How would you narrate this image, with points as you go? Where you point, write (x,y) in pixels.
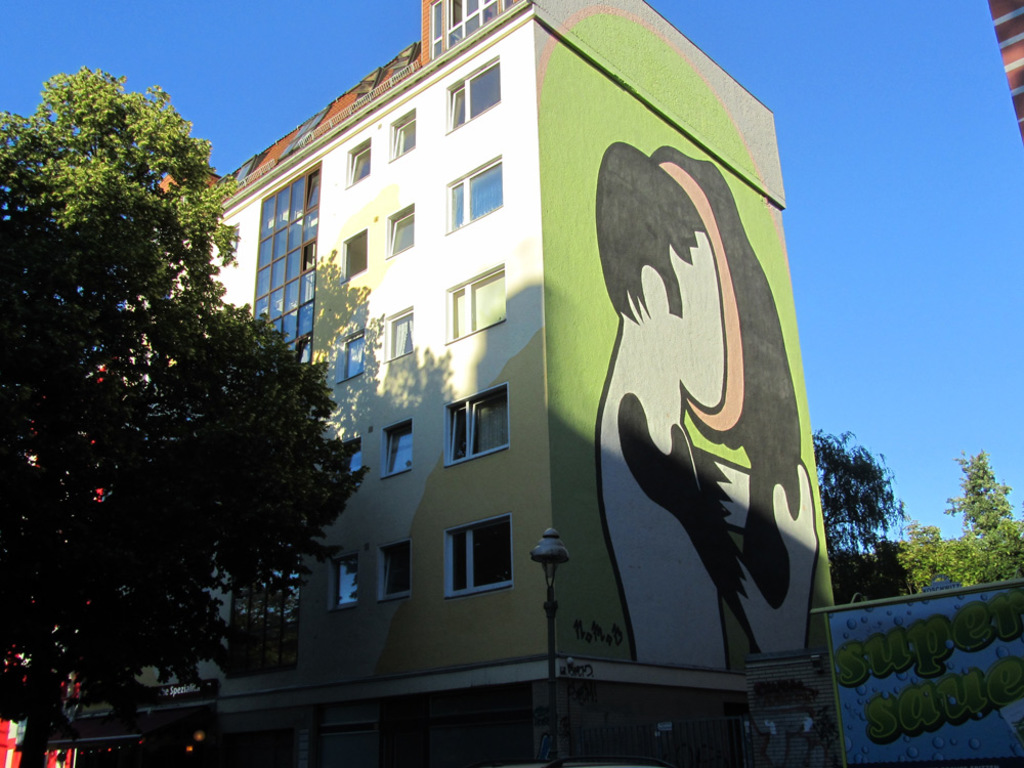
In this picture we can see a light pole (553,602), board (1002,682), some objects (637,725), trees (96,419), building (376,532) with windows (502,270), painting (569,460) on the wall (628,272) and in the background (902,225) we can see the sky (858,350).
